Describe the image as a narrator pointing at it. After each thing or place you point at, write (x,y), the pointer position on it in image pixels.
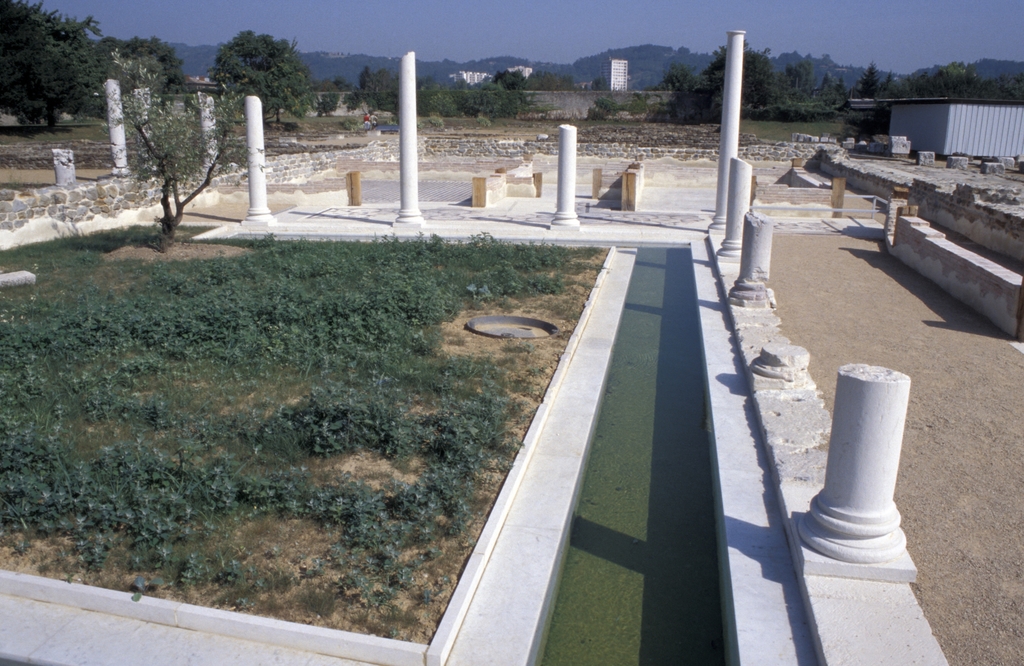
In this image we can see pillars (825,495), water (654,518), grass (486,366), wall (686,102), trees (488,102), shed (976,133), buildings (610,77), hill (654,66) and sky (484,34).
